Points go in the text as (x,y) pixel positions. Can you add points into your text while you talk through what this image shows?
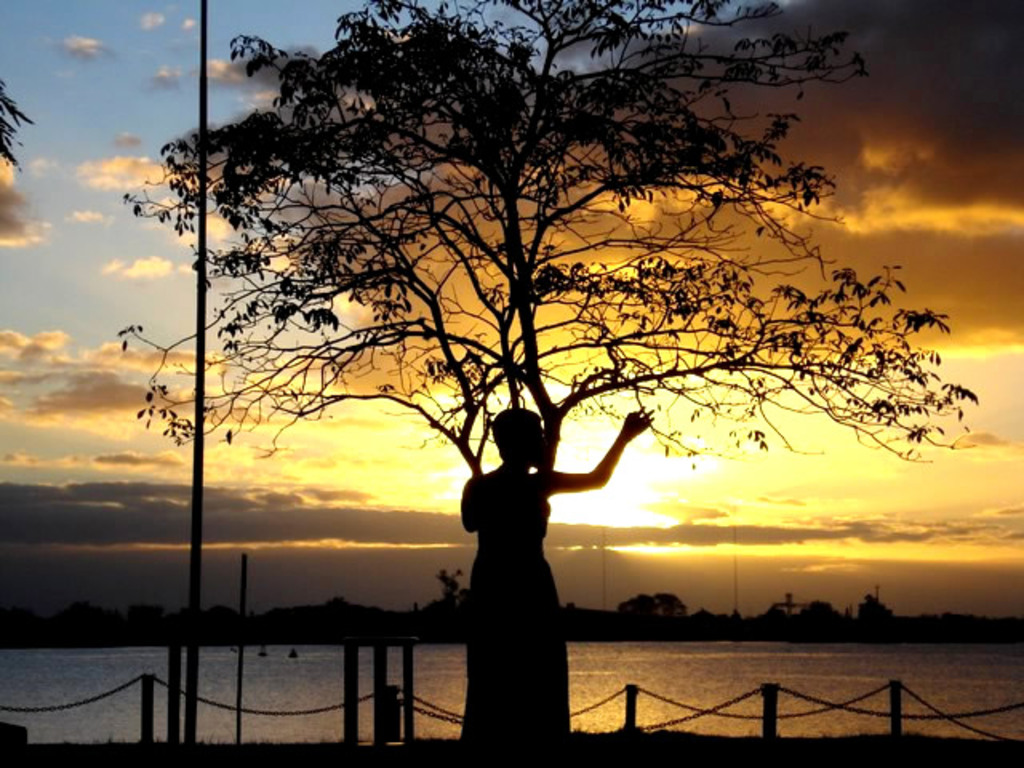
In the center of the image (540,496) we can see a person (539,677) standing. We can also see some poles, a metal chain (430,705) and a tree (518,253). On the backside (426,718) we can see a large water body (121,667), a group of trees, the sun (610,519) and the sky (788,513) which looks cloudy.
